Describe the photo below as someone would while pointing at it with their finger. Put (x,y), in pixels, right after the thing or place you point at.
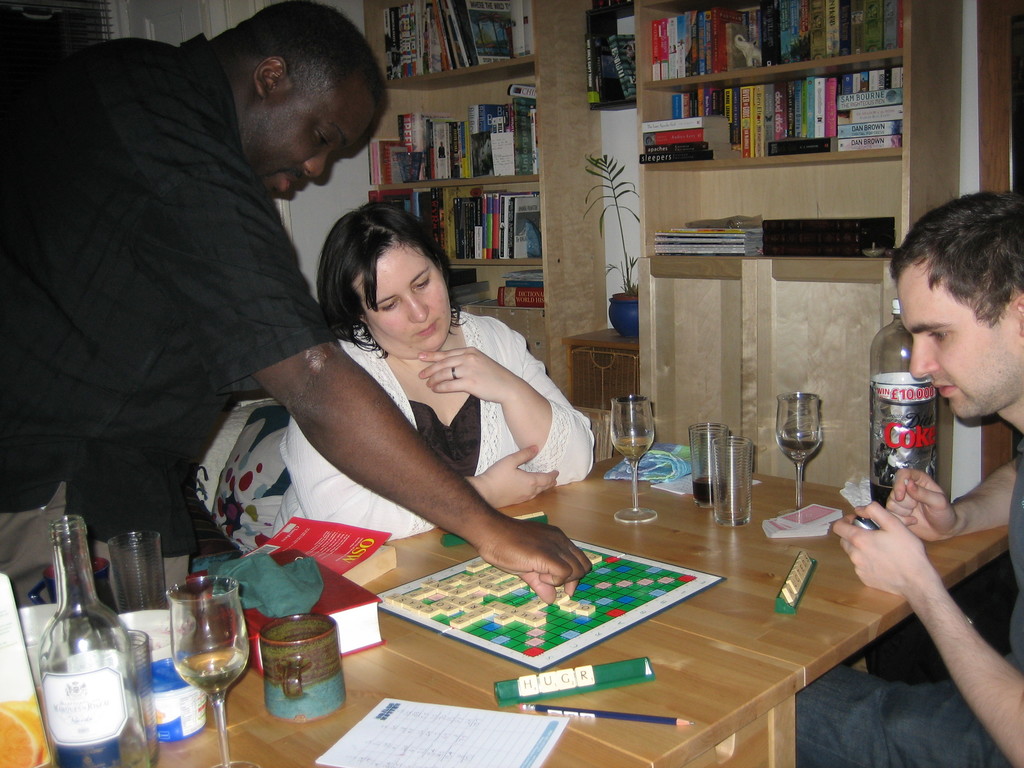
In this image there are three person (412,433). The woman (383,528) is sitting. On the table (471,656) there are glass (216,665), bottle (110,626), book (364,635), cloth (273,586), board (541,638), paper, pencil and cards (773,522). There is a book rack (516,187) and a flower pot (627,272).
